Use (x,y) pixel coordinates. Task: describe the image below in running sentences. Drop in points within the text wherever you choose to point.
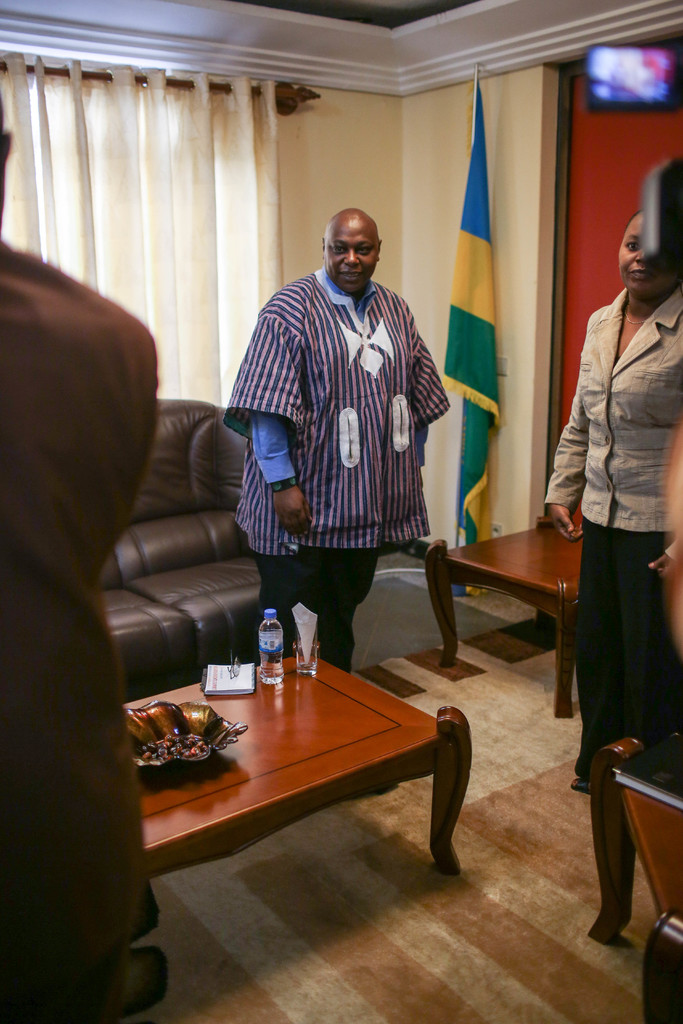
In this picture we can see three persons (658,544) are standing on the floor (545,975). This is table (378,707). On the table (319,699) there is a bottle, glass (298,653), and a book (243,677). This is sofa (164,579). On the background (225,174) there is a wall (368,139) and this is curtain (125,202). Here we can see a flag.
